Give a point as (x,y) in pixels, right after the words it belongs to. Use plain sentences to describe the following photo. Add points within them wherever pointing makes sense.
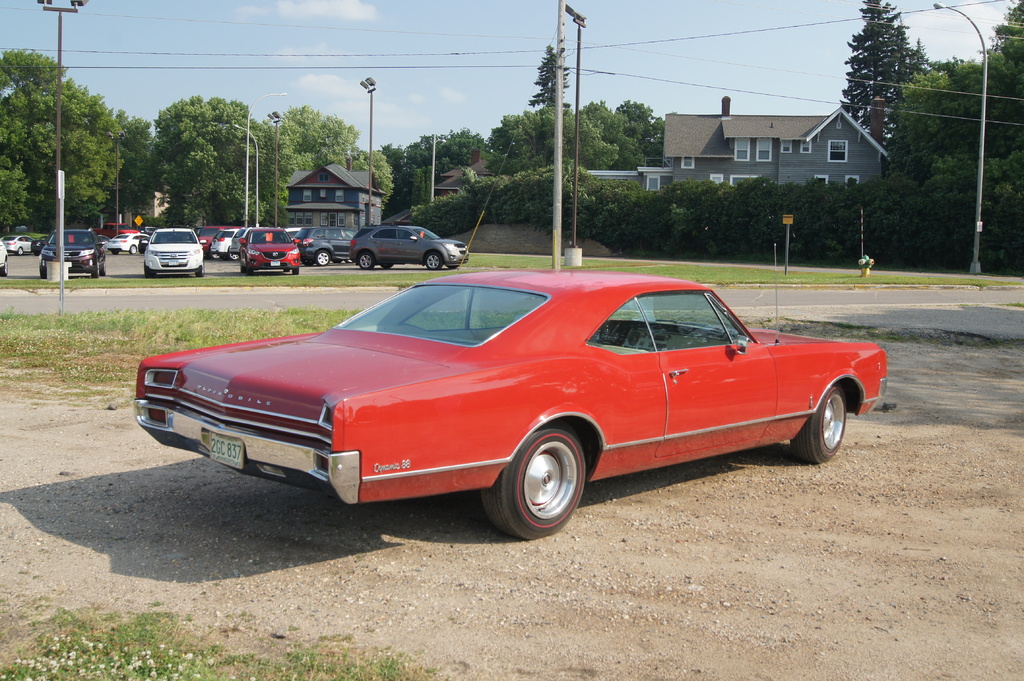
In this picture I can see vehicles (365,412), poles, lights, cables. There are buildings (690,141) and trees (339,118), and in the background (428,20) there is the sky (355,15).
